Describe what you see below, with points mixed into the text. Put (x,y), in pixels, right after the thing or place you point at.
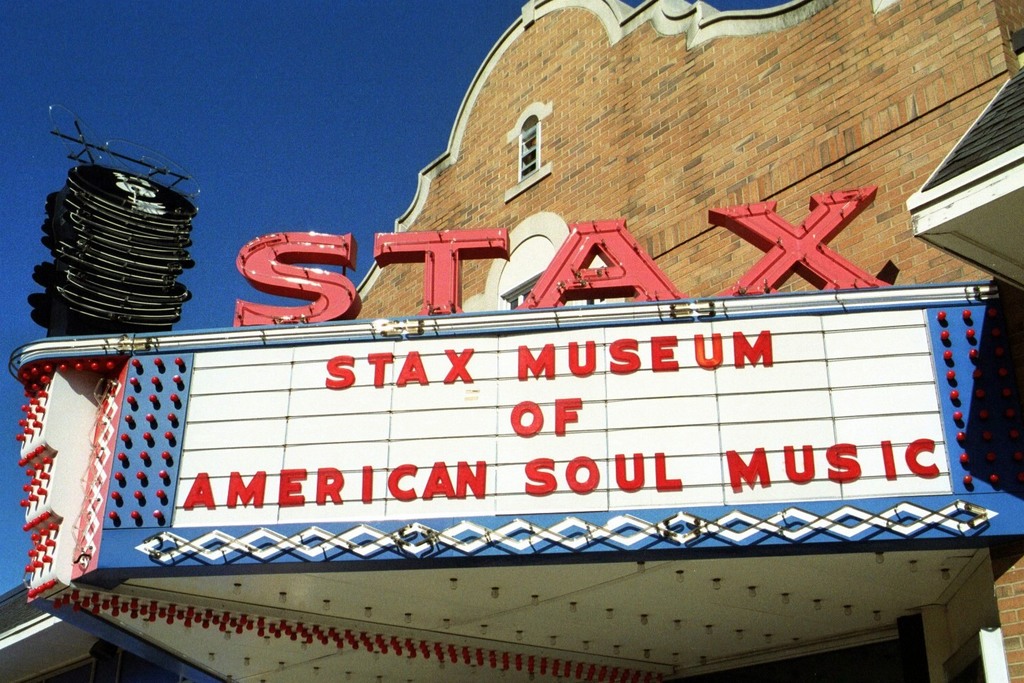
In this picture we can see some text (577,229), lights (207,626), brick wall (1013,584), black object (55,275) and other objects (245,353) are visible on a building (844,161). Sky (352,95) is blue in color.
